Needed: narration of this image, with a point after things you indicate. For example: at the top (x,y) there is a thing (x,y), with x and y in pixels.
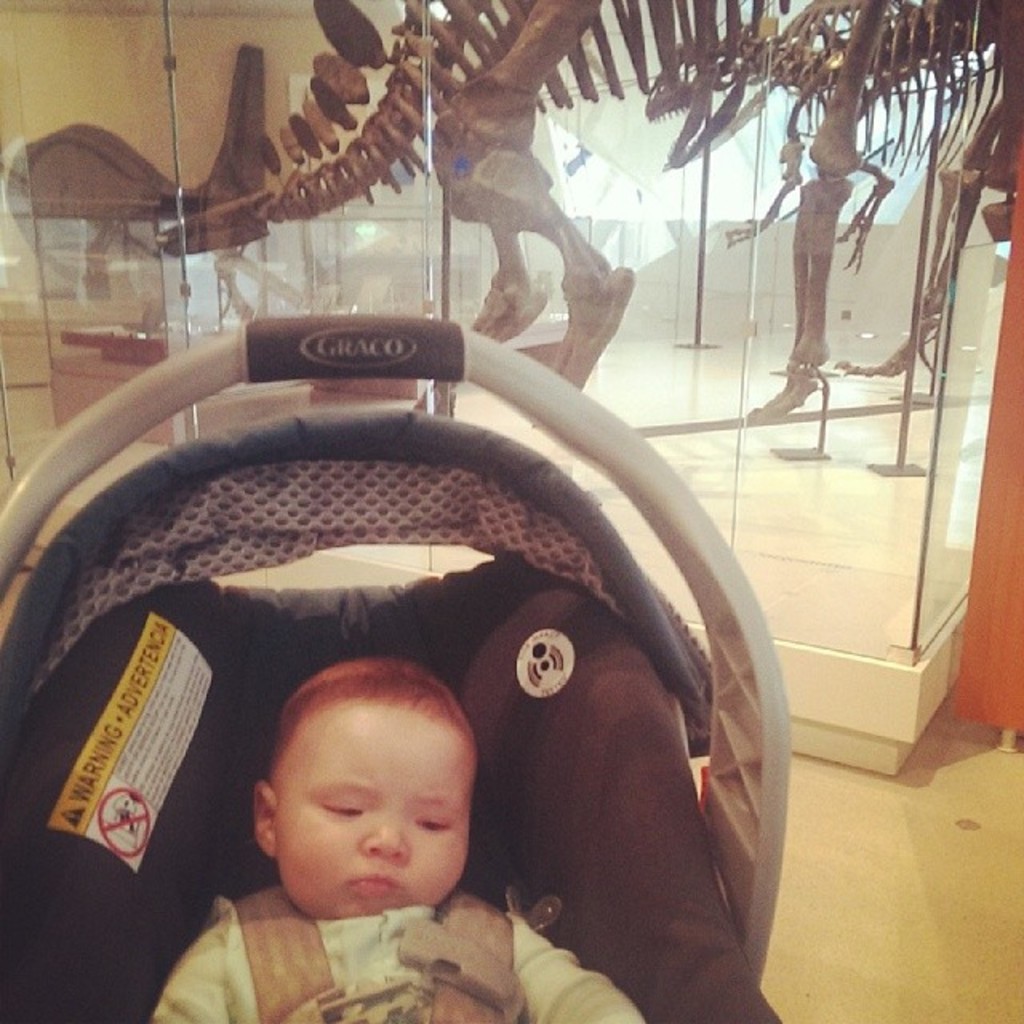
In this image there is a person (335,752) and there is an object (216,731) in the foreground (386,754). There is a wooden object (1002,684) on the right corner (1001,478). There is a glass (372,261) in which we can see a skeleton (495,224) of an animal (310,215) in the background (344,18).
